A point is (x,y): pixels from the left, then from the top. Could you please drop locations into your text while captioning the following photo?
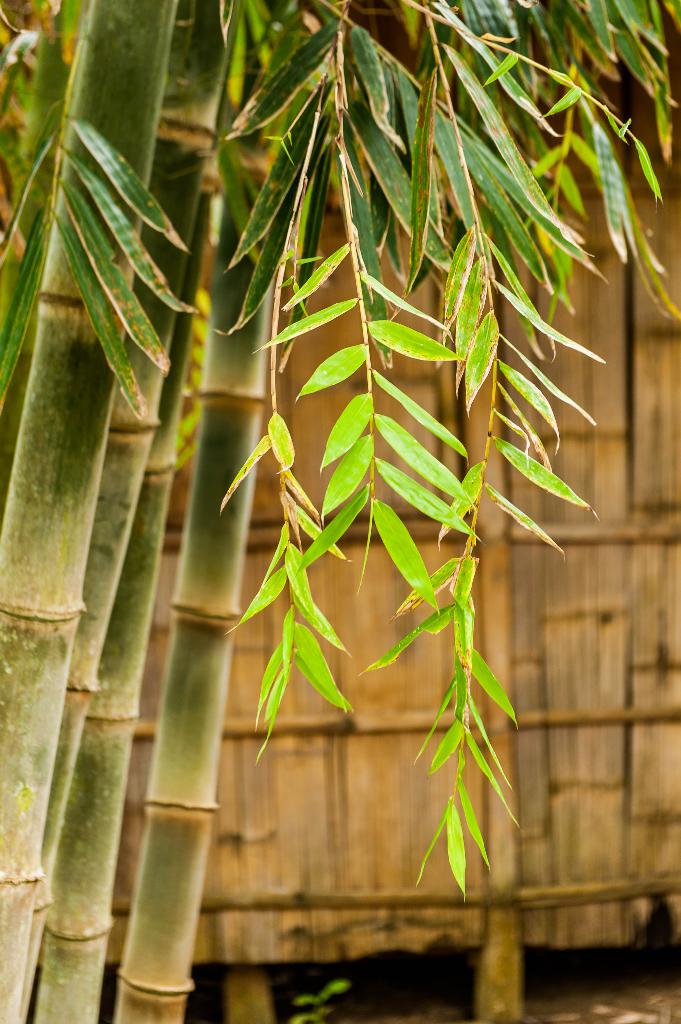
In this image I can see the trees (231,292). In the back (658,610) I can see the wooden wall (392,684) which is in brown color.
